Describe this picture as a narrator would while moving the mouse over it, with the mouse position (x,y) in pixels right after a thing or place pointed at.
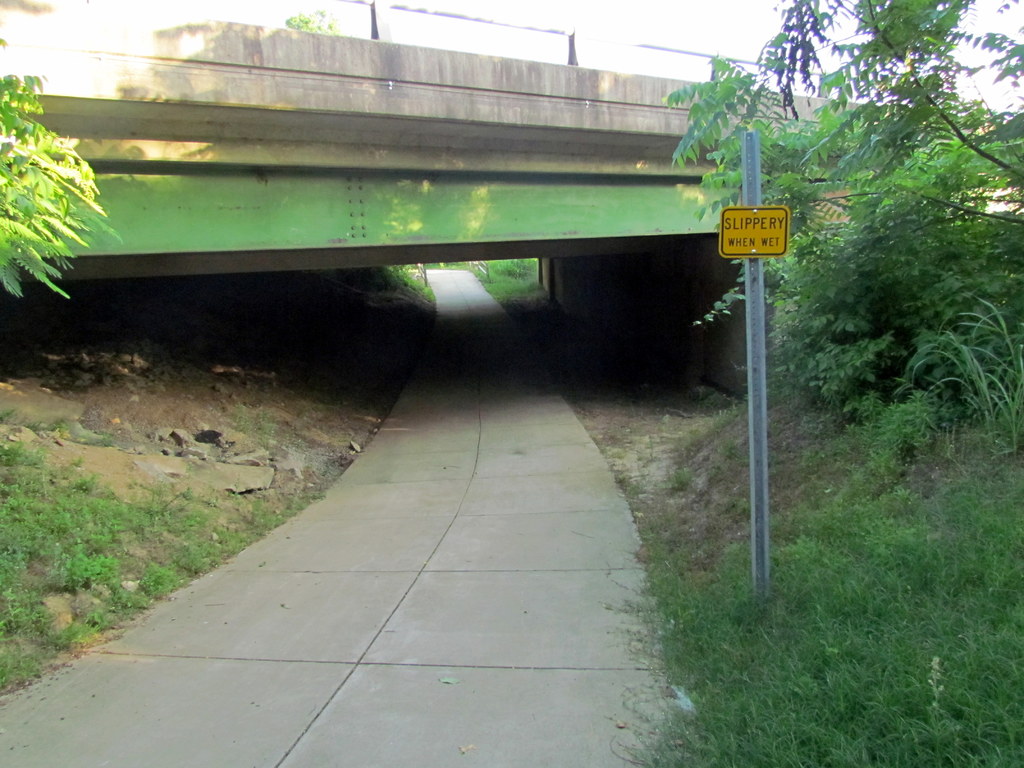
In this image we can see road (458,410), few trees (853,123), grass (720,548), a bridge (380,118), a pole (765,418) with board (756,234) and the sky (753,45) in the background (984,50).
